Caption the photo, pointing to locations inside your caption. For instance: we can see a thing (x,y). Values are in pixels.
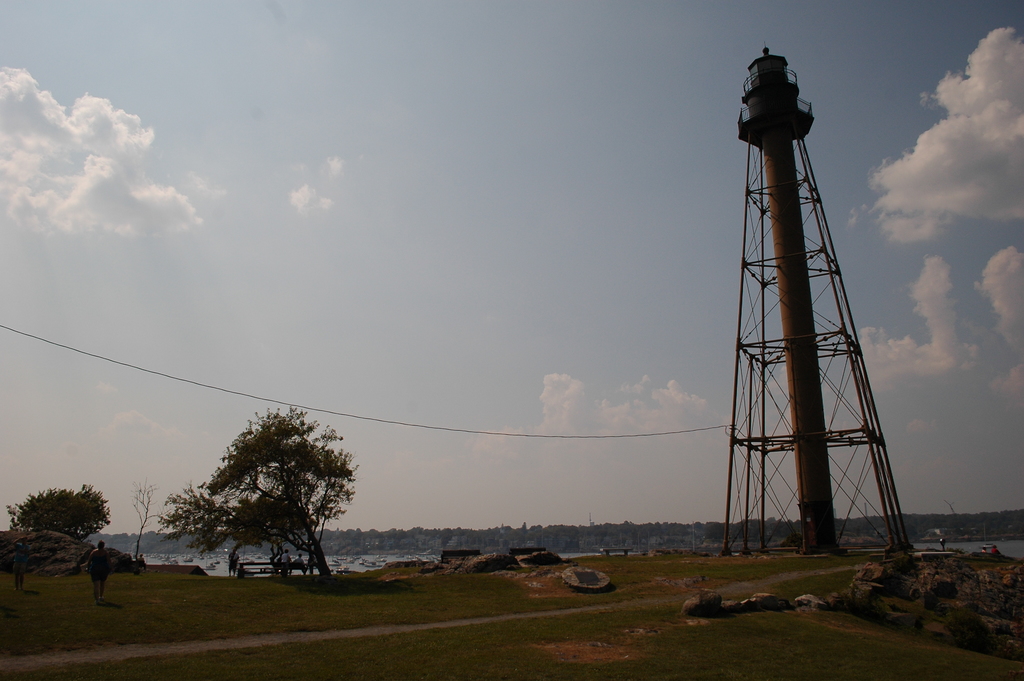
In the image we can see the tower (761,278), electric wire (412,423), grass (394,647), path (389,629), tree (272,494), water (207,562), stones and cloudy sky (450,244). We can even see there are people (97,580).
